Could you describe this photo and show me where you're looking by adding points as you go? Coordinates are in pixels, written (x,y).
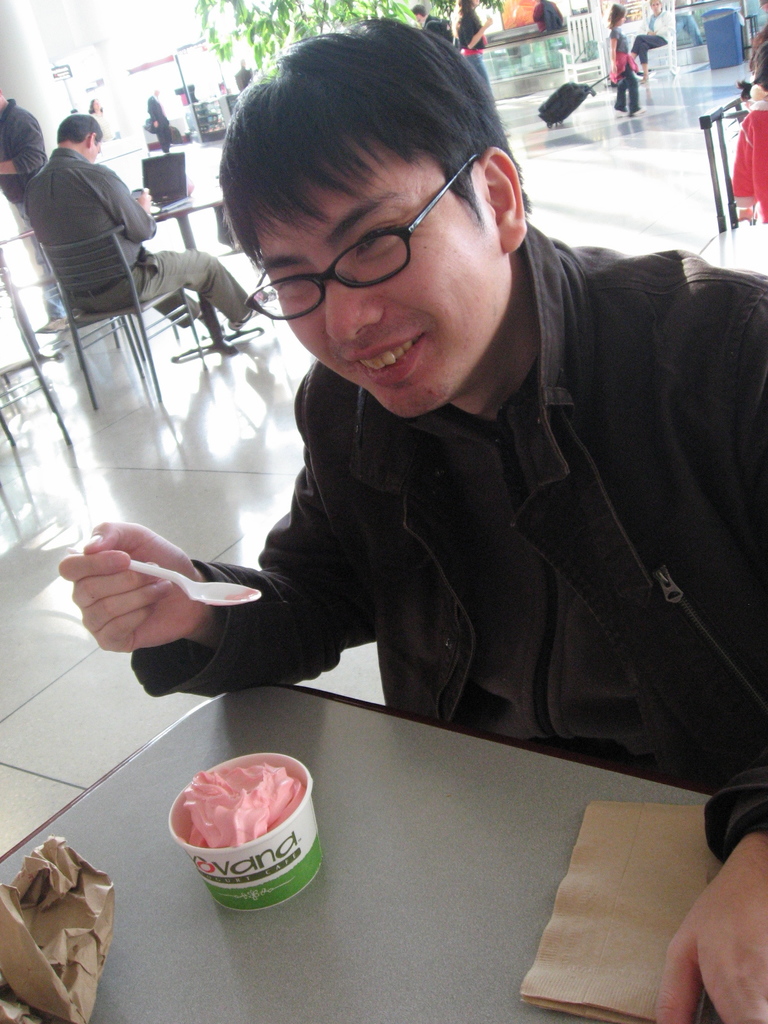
In this image we can see a person (363,592) is sitting on a chair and eating ice cream (215,774).
